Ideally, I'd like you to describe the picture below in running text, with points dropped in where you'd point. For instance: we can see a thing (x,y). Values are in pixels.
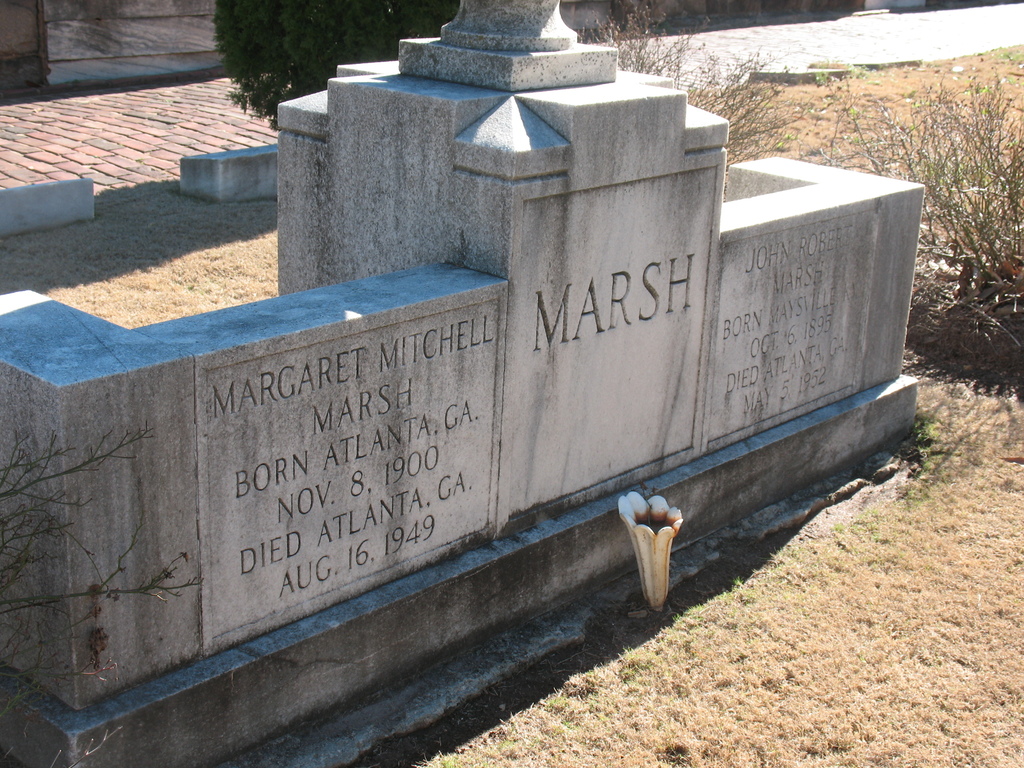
In the center of the image (517,350), we can see a graveyard (534,428) and in the background (294,58), there are plants (294,53). At the bottom (541,763), there is grass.
